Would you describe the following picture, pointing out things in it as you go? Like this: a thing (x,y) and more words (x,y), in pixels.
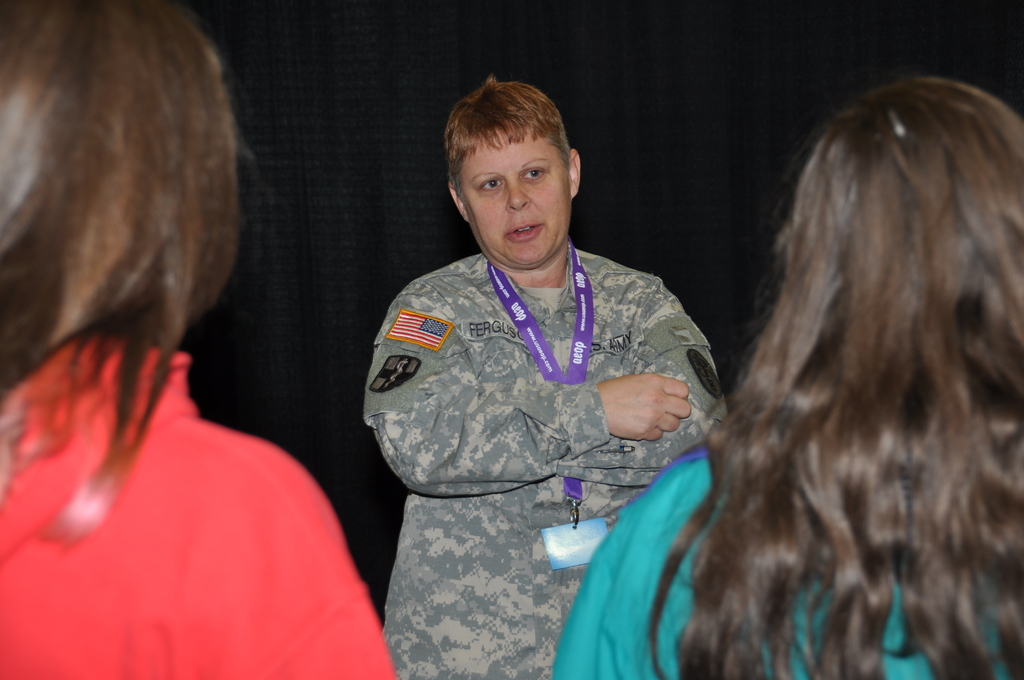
In this image I can see there are three women (298,548), one in the background (482,290) and two in the foreground of the image (132,620). There is a black surface (355,119) in the background (751,218).
